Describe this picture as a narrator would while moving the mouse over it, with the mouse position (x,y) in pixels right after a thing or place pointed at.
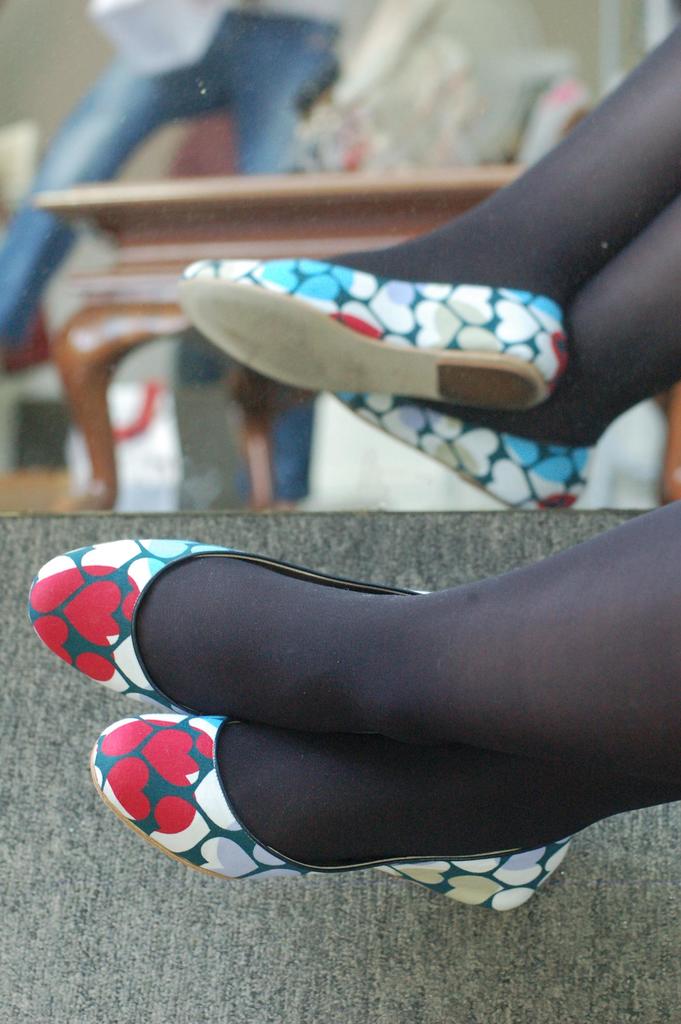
In this image I can see a leg (350,594) of a person (478,598) and here I can see a reflection (334,321) in a mirror (166,233).
